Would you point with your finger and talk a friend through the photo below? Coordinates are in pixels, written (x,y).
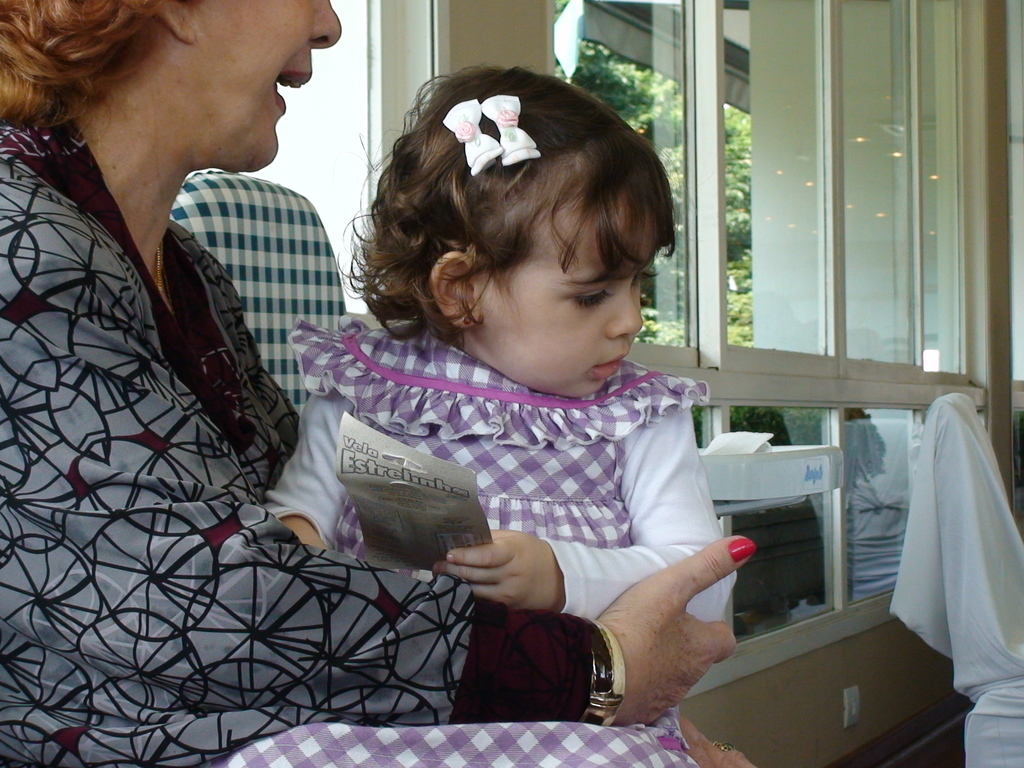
In the left side (148,558) a woman (120,537) is sitting holding a little cute baby (517,485) in her lap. She wore a purple color dress (523,470), in the right side (888,200) it is a window (879,203) of a glass (879,203).
